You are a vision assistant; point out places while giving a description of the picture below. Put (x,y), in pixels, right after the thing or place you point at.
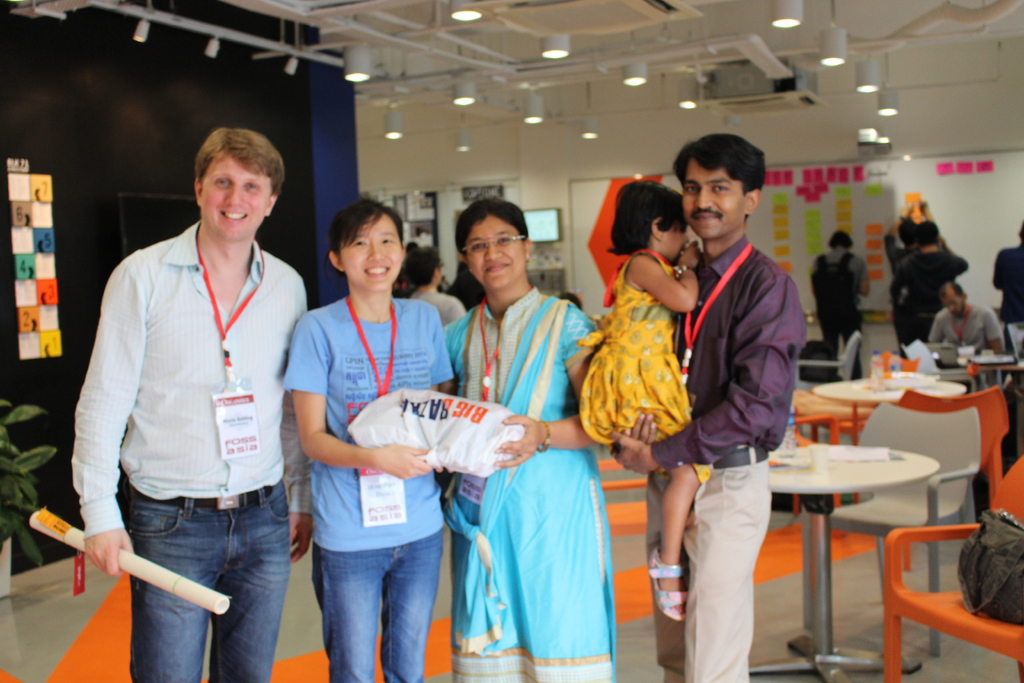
Here we can see four people (485,603) standing together and the person (657,454) in the right (735,444) is having a baby (674,384) in his hand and in middle (499,435) we can see they are holding a cover (370,430) at the left side (106,479) we can see the man (99,532) holding a chart (190,598) and behind them we can see tables (829,487) and chairs (909,409) and some people (985,342) are sitting on the chairs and some are standing.
